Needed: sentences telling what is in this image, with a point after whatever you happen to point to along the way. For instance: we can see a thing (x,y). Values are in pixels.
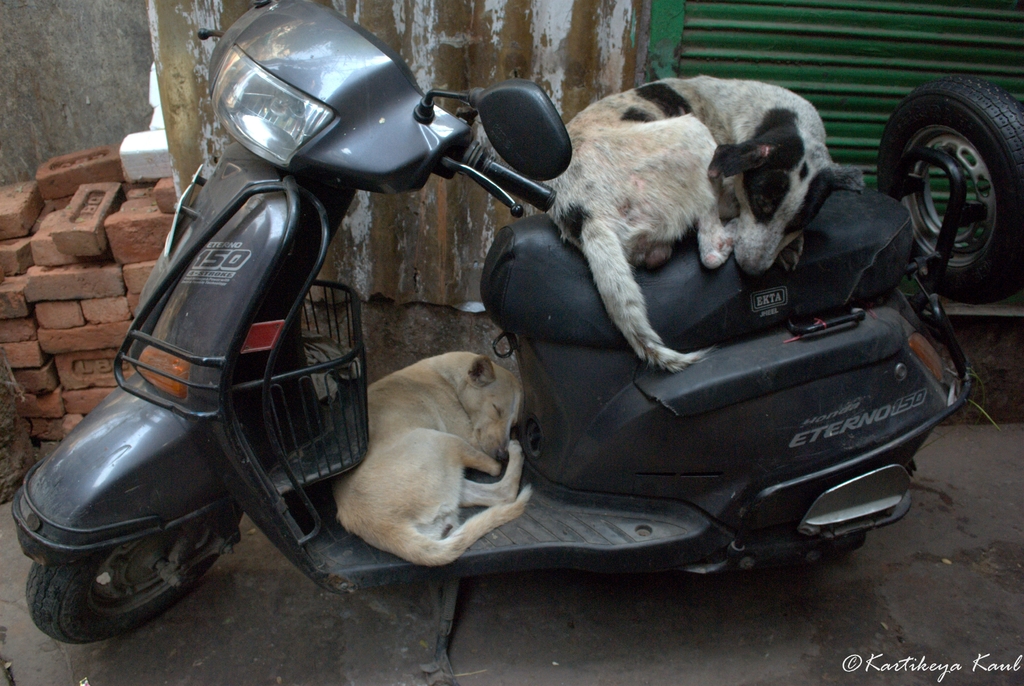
In this image i can see a scooty (548,245), two dogs (634,338) on the scooter (549,437) at the back ground (415,63) i can see a brick (151,250) and a wall (163,92) and a shutter (797,84).
